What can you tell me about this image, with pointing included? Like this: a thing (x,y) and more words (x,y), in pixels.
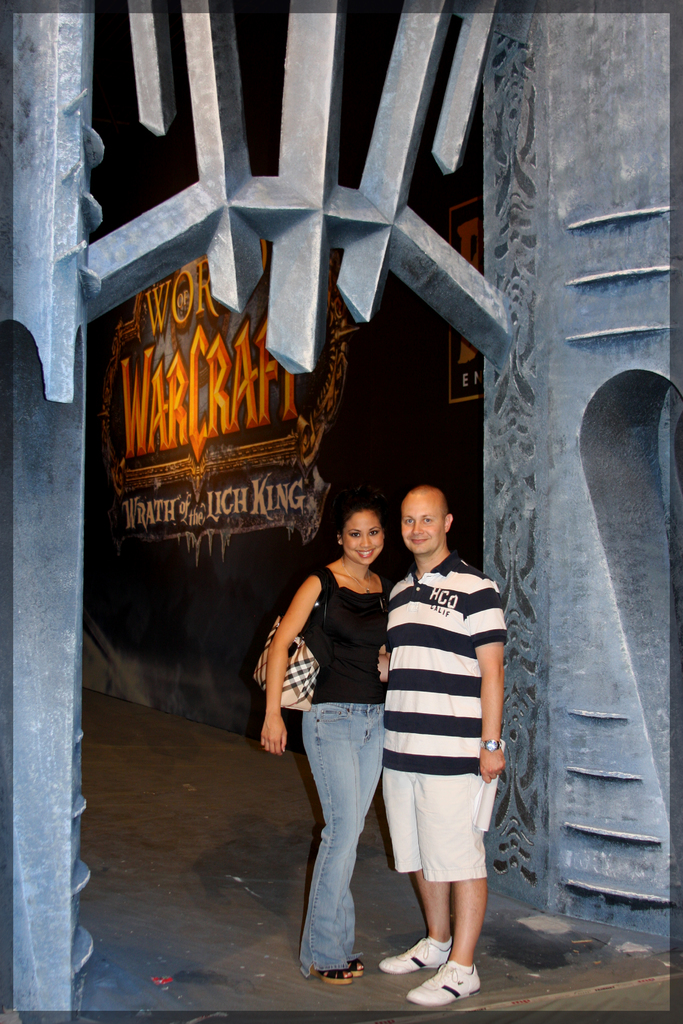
In this picture there is a man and a woman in the center of the image (454,570) and there is a poster (143,435) in the background area of the image (257,427).
